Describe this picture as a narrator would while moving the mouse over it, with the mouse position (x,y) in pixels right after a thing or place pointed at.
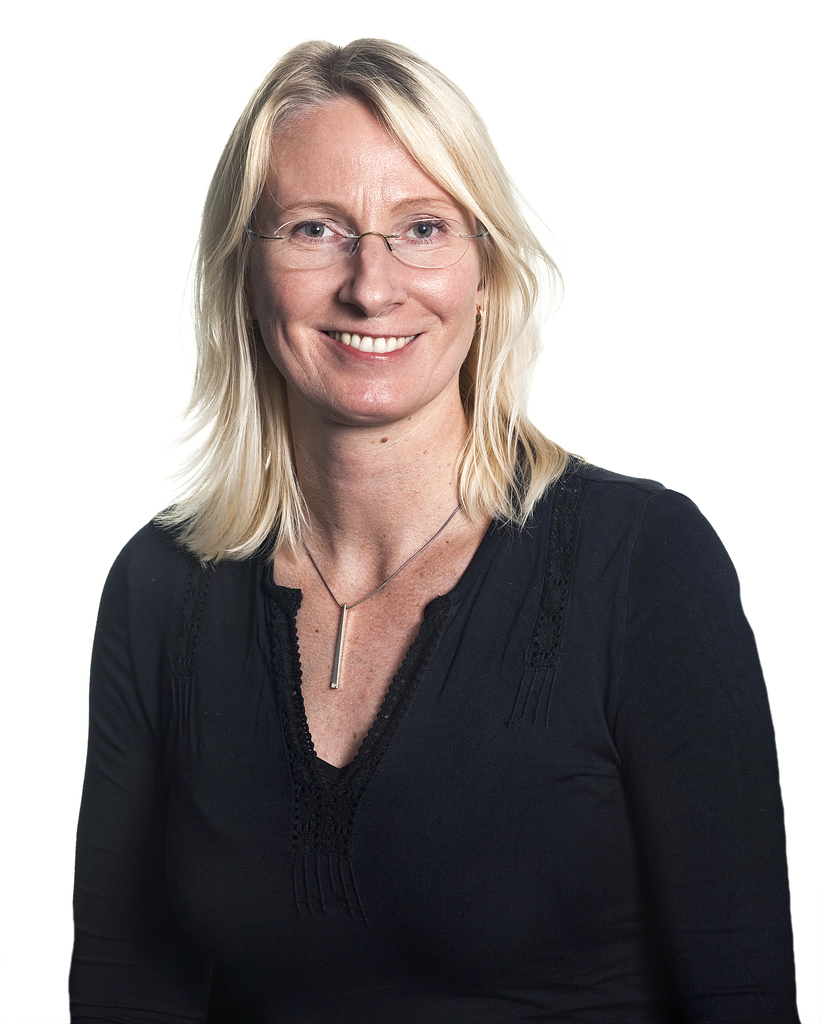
This woman (578,506) is smiling and wore spectacles (443,252). Background (652,304) it is in white color.
